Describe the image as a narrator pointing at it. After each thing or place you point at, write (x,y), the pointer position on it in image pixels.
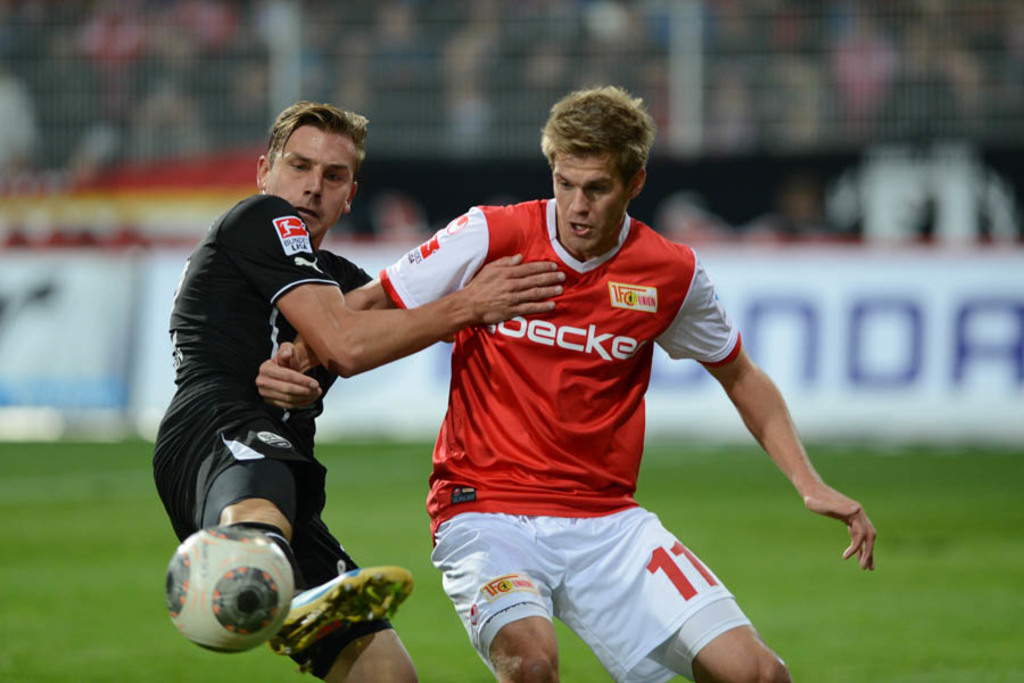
There are two football (591,364) players playing with the football (232,558). In the background (61,66) we also observed many spectators (446,71) viewing them.
